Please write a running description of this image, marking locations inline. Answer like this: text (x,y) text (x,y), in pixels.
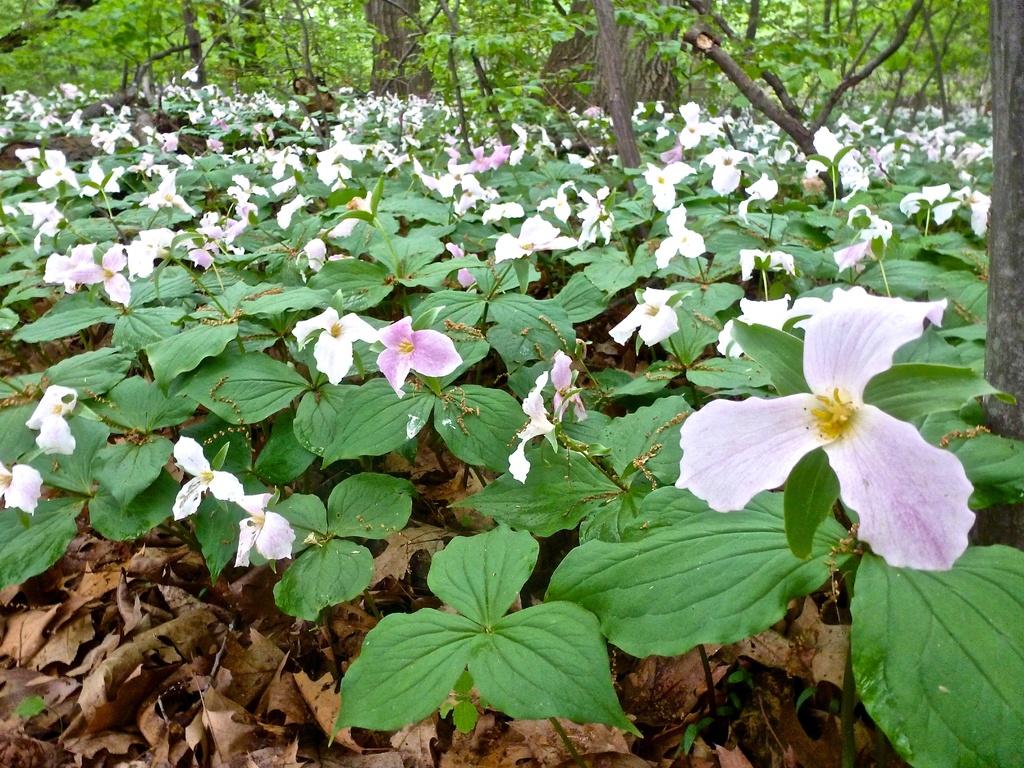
In this picture we can see plants (583,361) with flowers (663,337) on the ground (604,317), here we can see dried leaves (583,333) and in the background (991,13) we can see trees (989,34).
